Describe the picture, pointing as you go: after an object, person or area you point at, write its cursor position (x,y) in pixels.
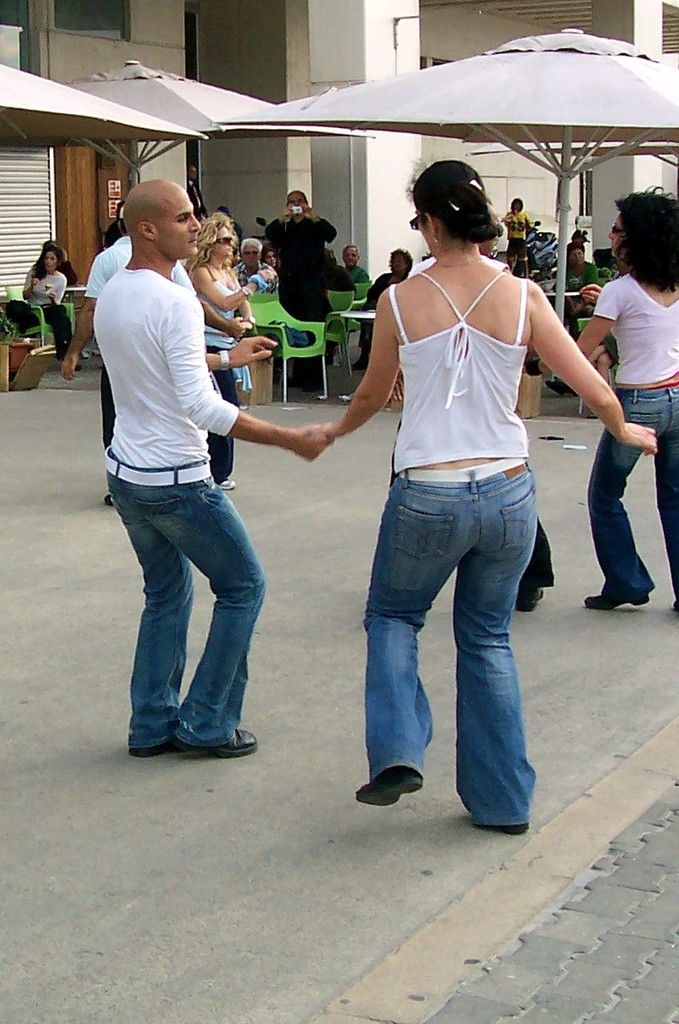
In this image we can see the people (399,774) dancing on the path (286,773). In the background (53,263) we can see the people (580,280) sitting on the chairs (303,327) under the tents (575,58). We can also see a man (309,305) standing and capturing the photographs. In the background (112,8) there is building (420,27).
